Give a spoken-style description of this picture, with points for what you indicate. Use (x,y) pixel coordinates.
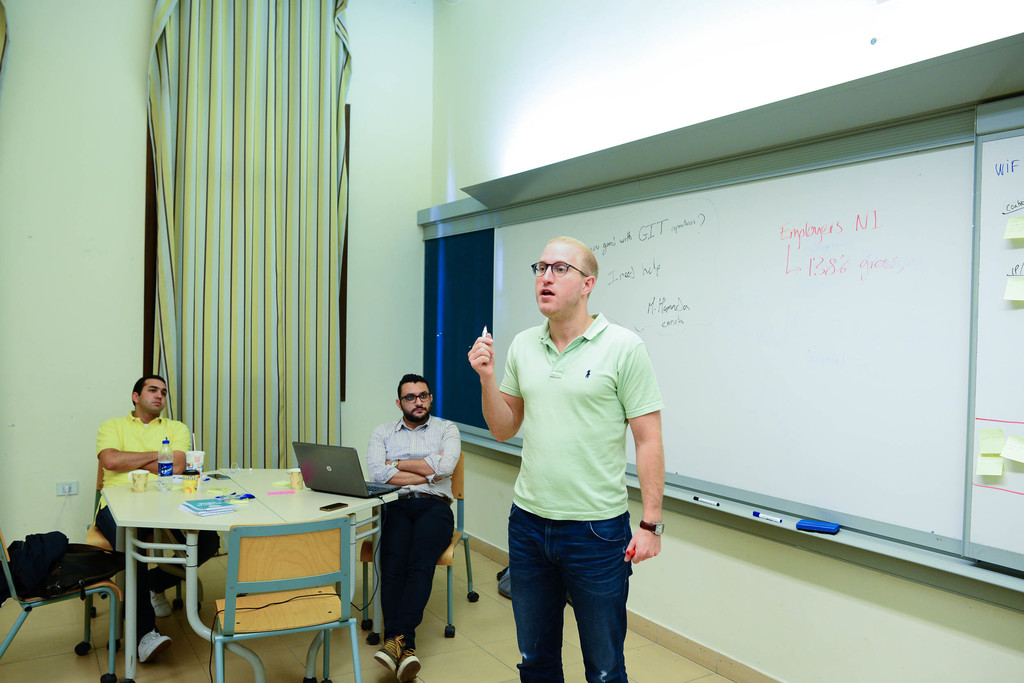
In the middle of the image (542,312) a man (540,348) is standing and holding a pen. Behind him there is a board (737,190). Bottom left side of the image (232,490) there is a table (134,596), On the table (277,471) there is a laptop (340,477) and there are some cups (191,463) and water bottle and books (198,501). Surrounding the table (299,511) there are some chairs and there are two persons (415,447) are sitting. Behind them there is a curtain (177,151). Top of the image (410,85) there is a wall (651,86).
